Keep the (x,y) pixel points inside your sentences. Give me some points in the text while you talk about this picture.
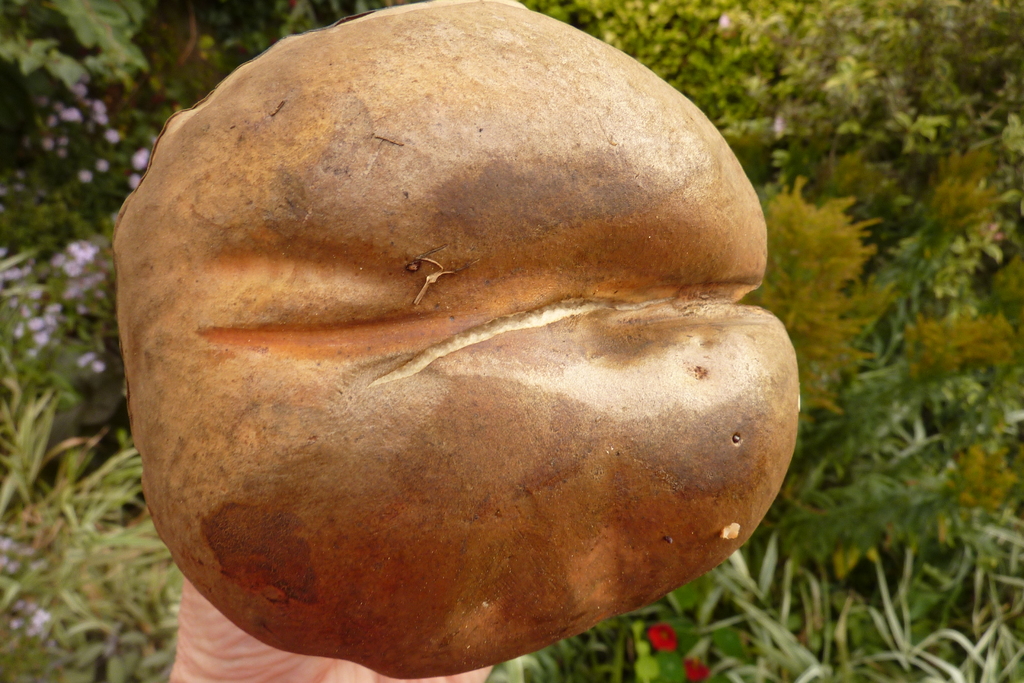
In the image I can see a person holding some groundnut like thing (421,450) and behind there are some trees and plants (41,661).
